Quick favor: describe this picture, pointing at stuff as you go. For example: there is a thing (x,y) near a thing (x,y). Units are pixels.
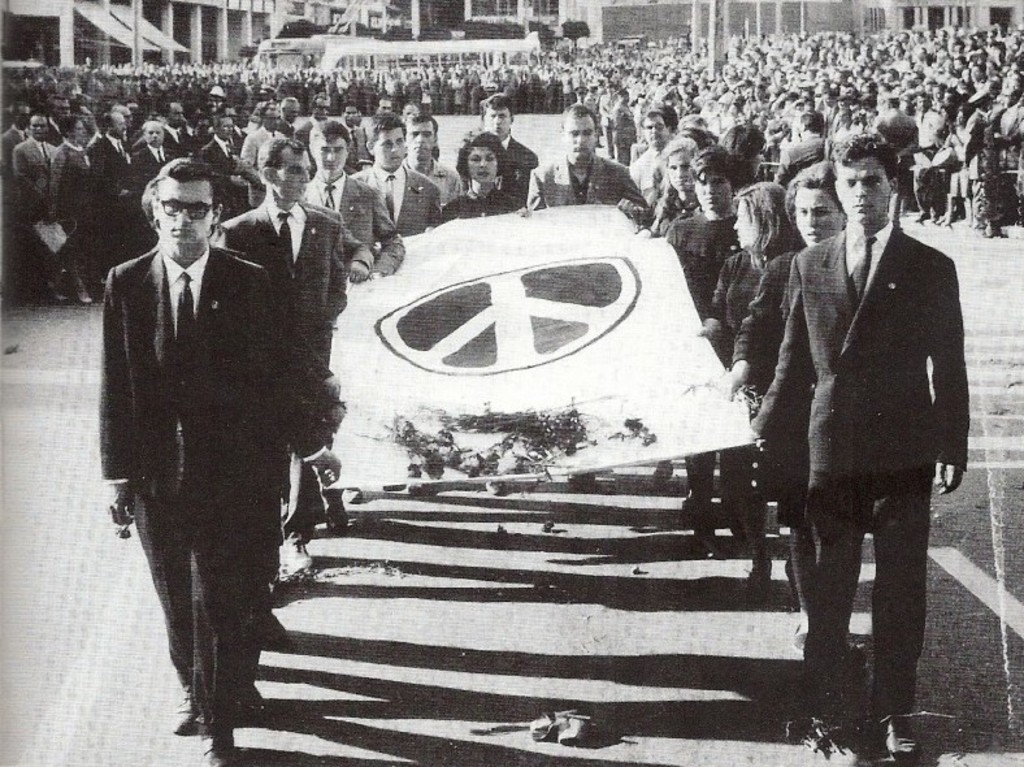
This is a black and white image and here we can see people (326,453) and some are holding a banner (457,319). In the background (141,24), there are buildings (684,23) and at the bottom (342,689), there is a road (508,673).
